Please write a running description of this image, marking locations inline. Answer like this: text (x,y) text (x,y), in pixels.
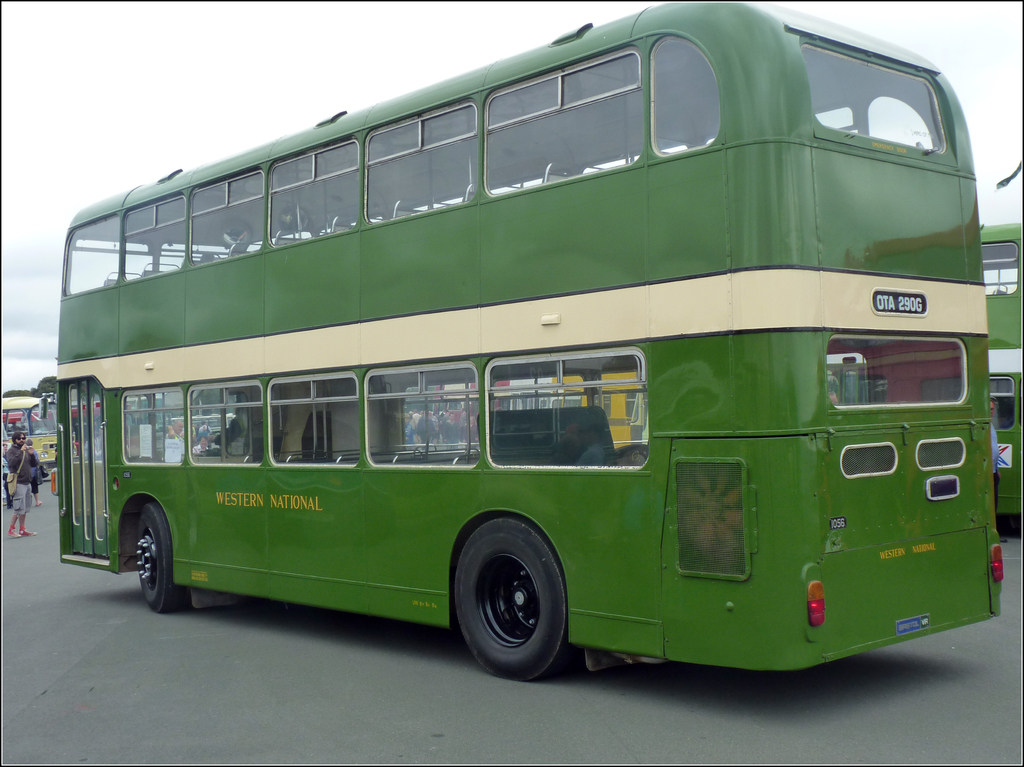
In this picture there is a bus (767,143) in the center of the image (490,362) and there is a man (13,471) on the left side of the image (24,443).
